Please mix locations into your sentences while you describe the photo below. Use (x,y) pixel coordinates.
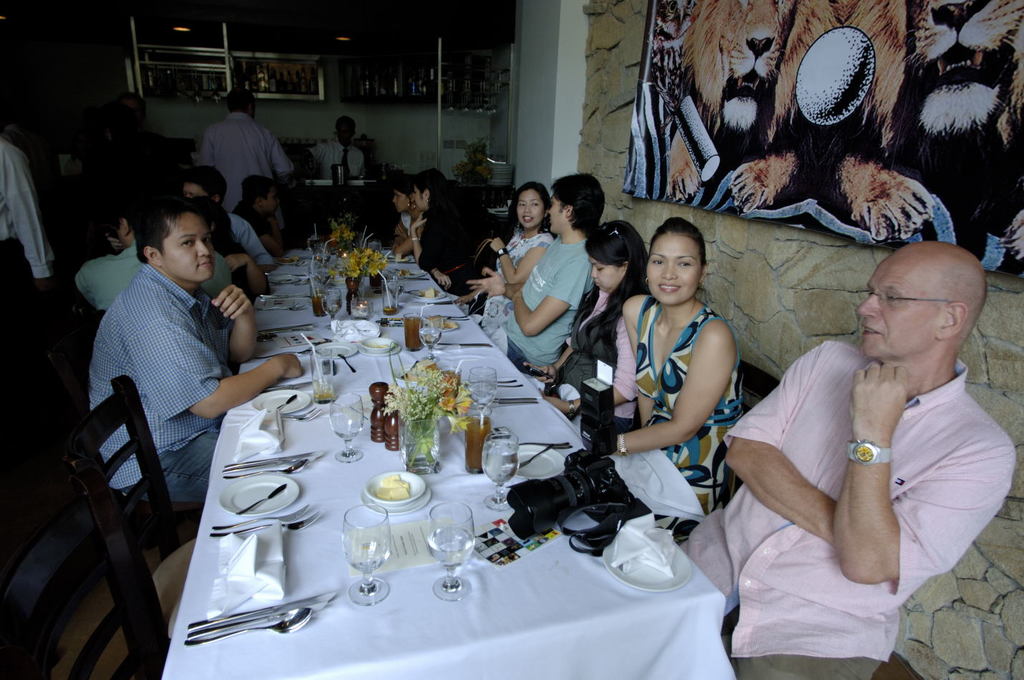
people (241,392) are seated around the table (562,550). on the table (533,560) there is camera (554,496), glasses (370,547), spoon (279,622), knife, cloth (259,553), plate (257,483). behind them at the right (805,265) there is a wall (595,126) and a photo frame (770,92).
